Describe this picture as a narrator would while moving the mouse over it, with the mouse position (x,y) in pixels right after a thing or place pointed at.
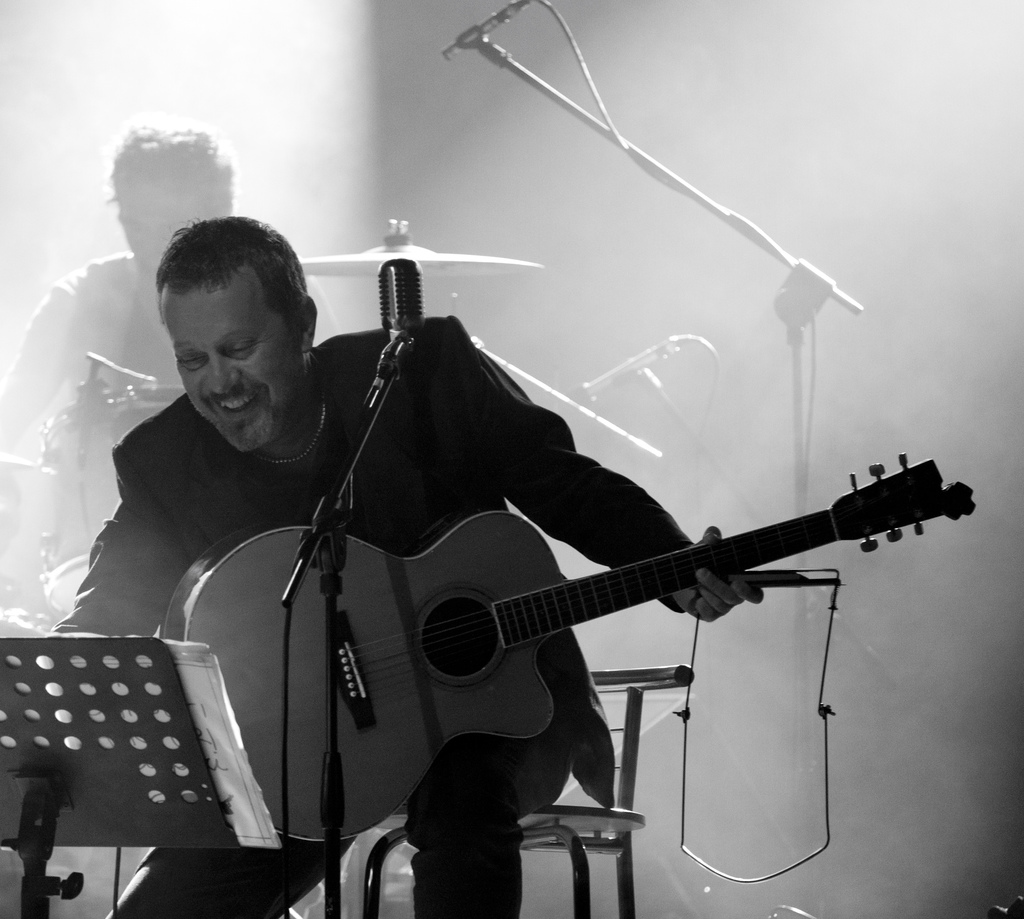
There is a chair (615,817), On that chair (628,761) a man (523,786) is sitting and he is holding a music instrument (560,598), There is a microphone (414,329) which is in black color, there is a music stand (109,768) in front of the man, In the background (1004,549) there is another microphone (499,51) and a man (160,208) sitting behind the black color coat man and there is a white color wall (505,130).
